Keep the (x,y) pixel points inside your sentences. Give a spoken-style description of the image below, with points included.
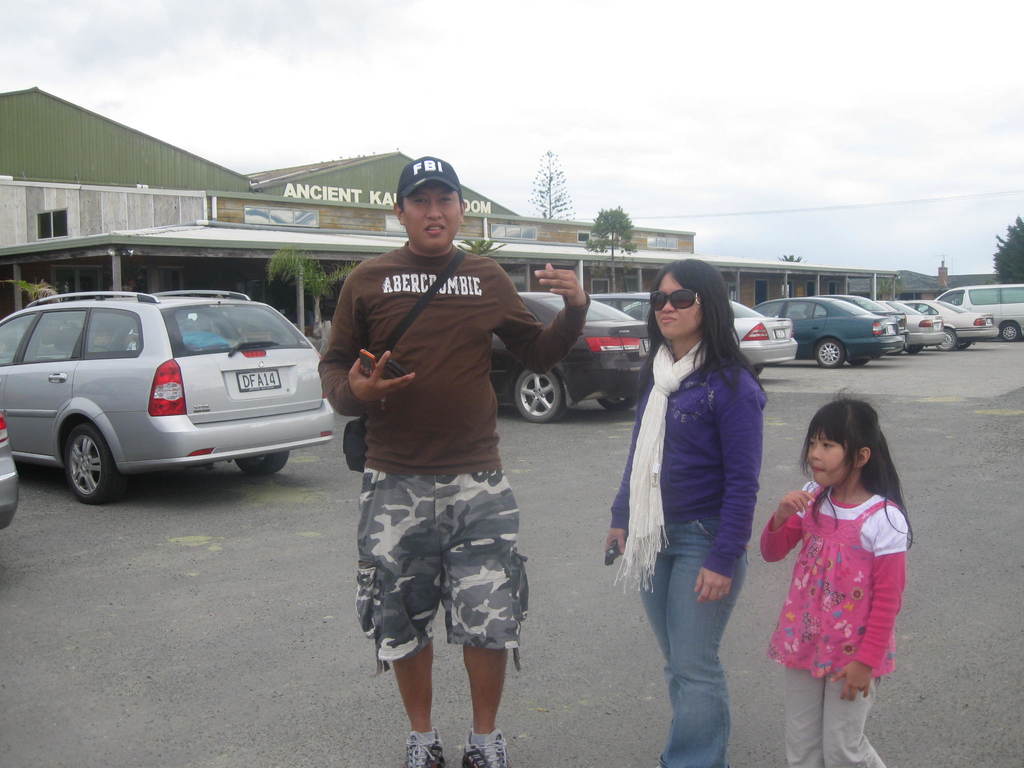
In this image we can see three persons (490,729) are standing on the road (528,638). There are vehicles (23,339), sheds (149,154), and trees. In the background (646,94) there is sky (895,94).
